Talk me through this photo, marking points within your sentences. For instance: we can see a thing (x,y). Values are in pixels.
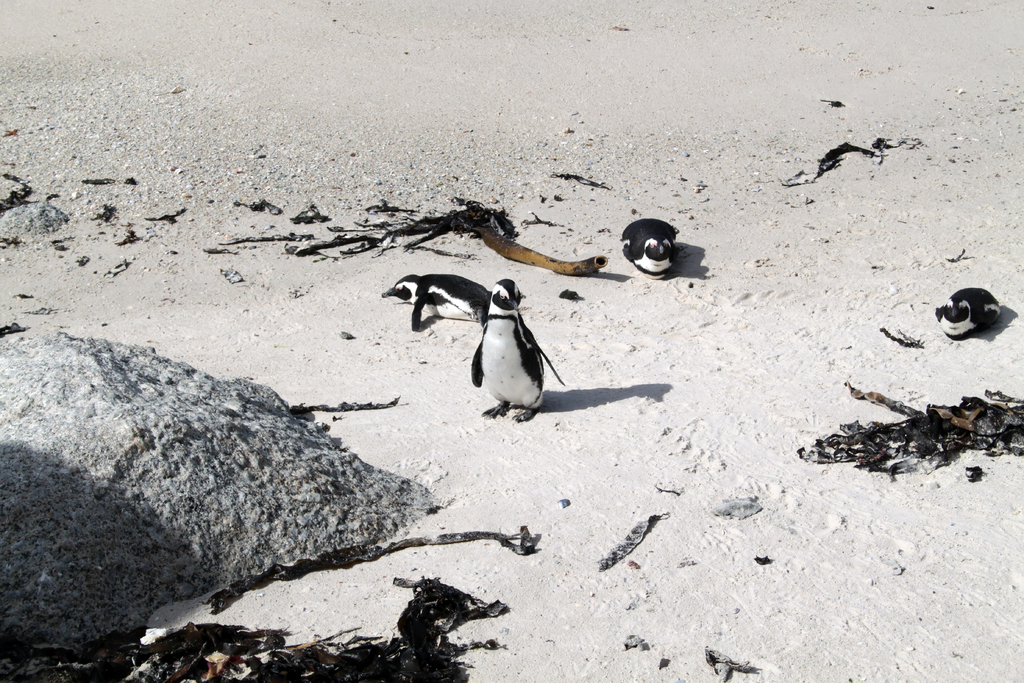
In this image we can see penguins (444,286) on the sand (279,592), here is the rock (293,497).
